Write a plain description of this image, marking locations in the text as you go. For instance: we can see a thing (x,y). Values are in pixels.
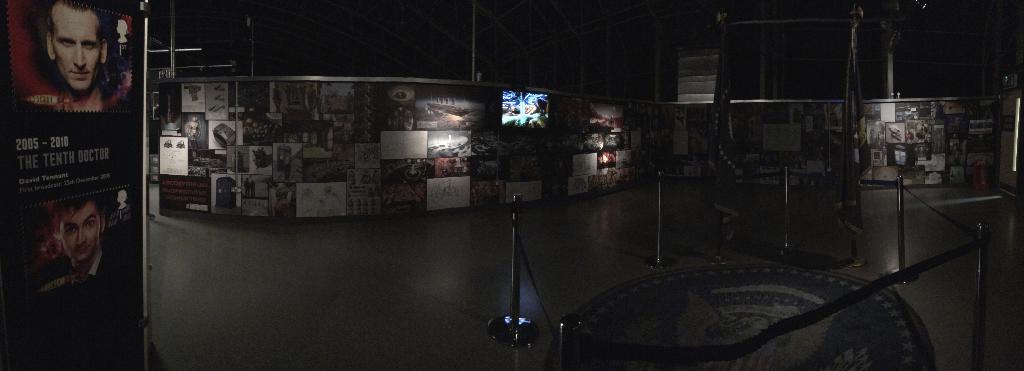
This image is clicked at night time in a store (360,161), there are banners (65,159) and photographs (484,153) all around the wall (790,152) with a fence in the middle (672,224) with flags (722,210) behind it.
